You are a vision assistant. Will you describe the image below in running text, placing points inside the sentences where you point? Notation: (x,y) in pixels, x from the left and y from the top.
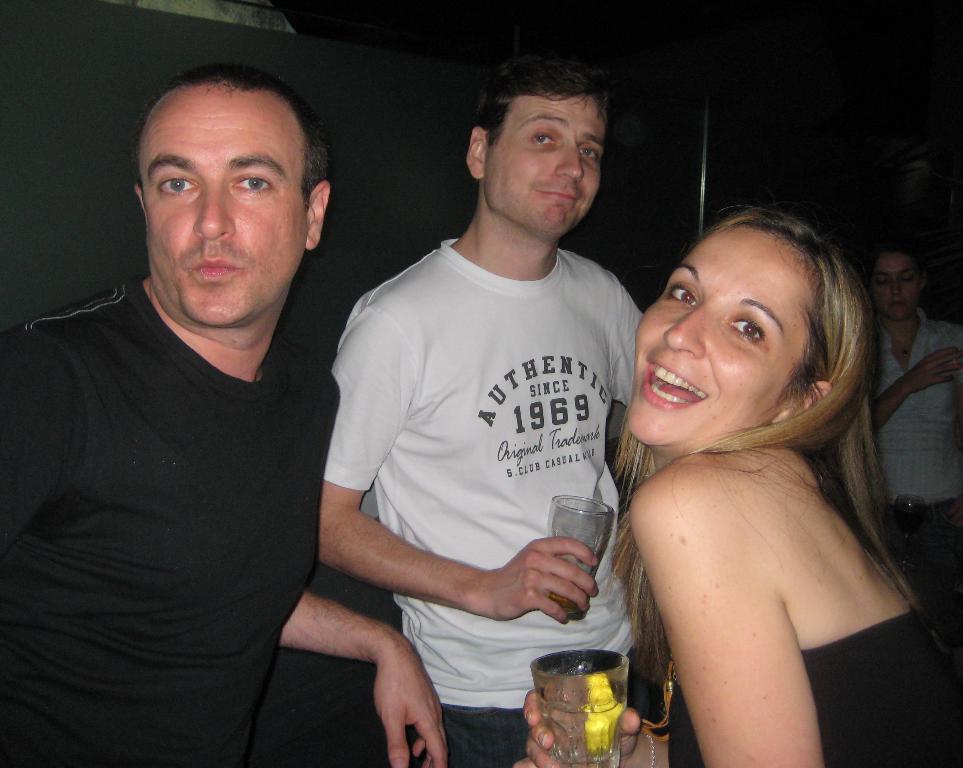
In this picture we can see four people (403,601) and two people (648,422) are holding glasses (572,701) with their hands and smiling and in the background (395,195) it is dark.
